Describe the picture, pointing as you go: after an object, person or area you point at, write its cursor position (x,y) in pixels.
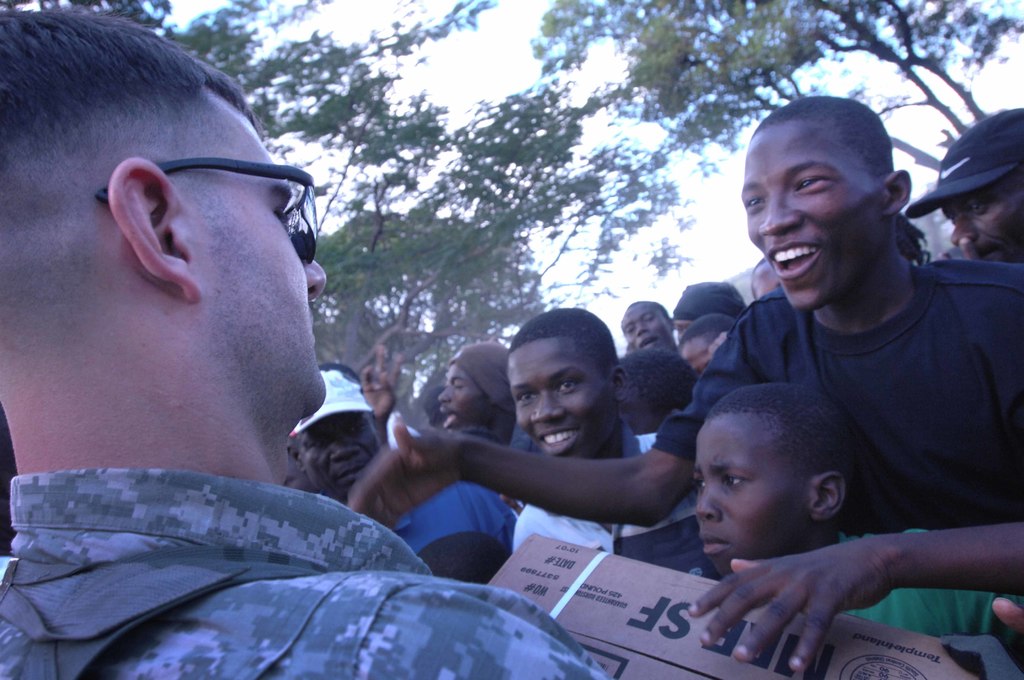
In the foreground of this image (286,555), there is a man (308,617) holding a card board box (629,602). In the background (903,383), there are persons (696,402) around him. Trees (426,114) and sky (458,59) on the top (465,58).
